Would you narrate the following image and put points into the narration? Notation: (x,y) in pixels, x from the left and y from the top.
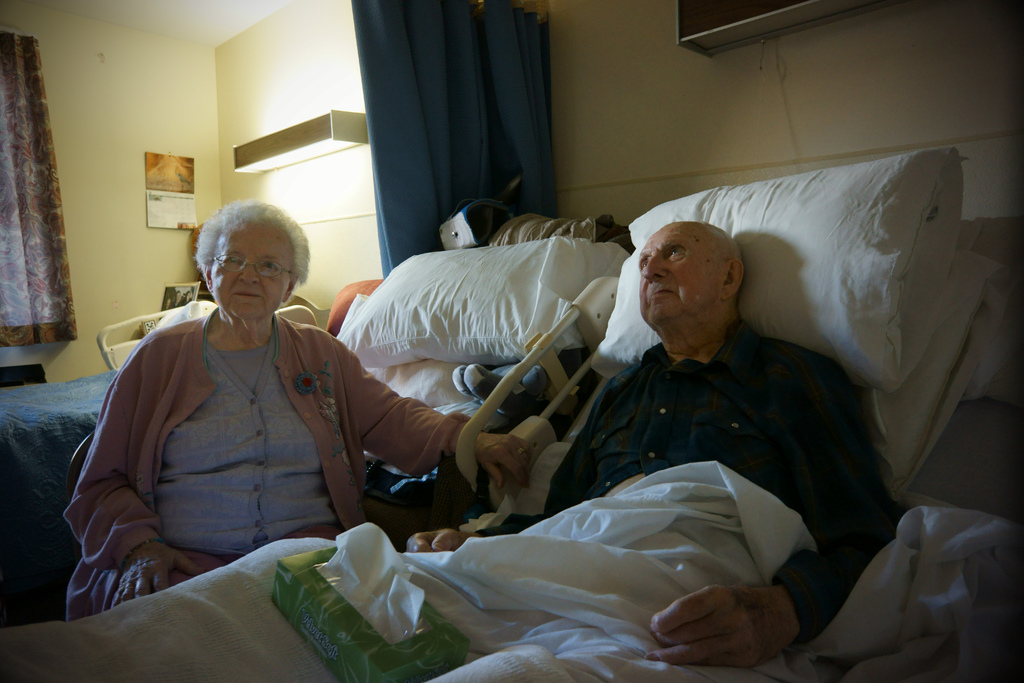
In the center of the image (642,429) we can see a man (720,418) lying on the bed (554,464) and there is a blanket (565,580), next to him there is a lady (207,415) sitting. In the background (18,139) there is a curtain (32,222), wall (302,165), light (285,155) and a board (167,215) placed on the wall (134,217). There are pillows (460,305) and clothes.
